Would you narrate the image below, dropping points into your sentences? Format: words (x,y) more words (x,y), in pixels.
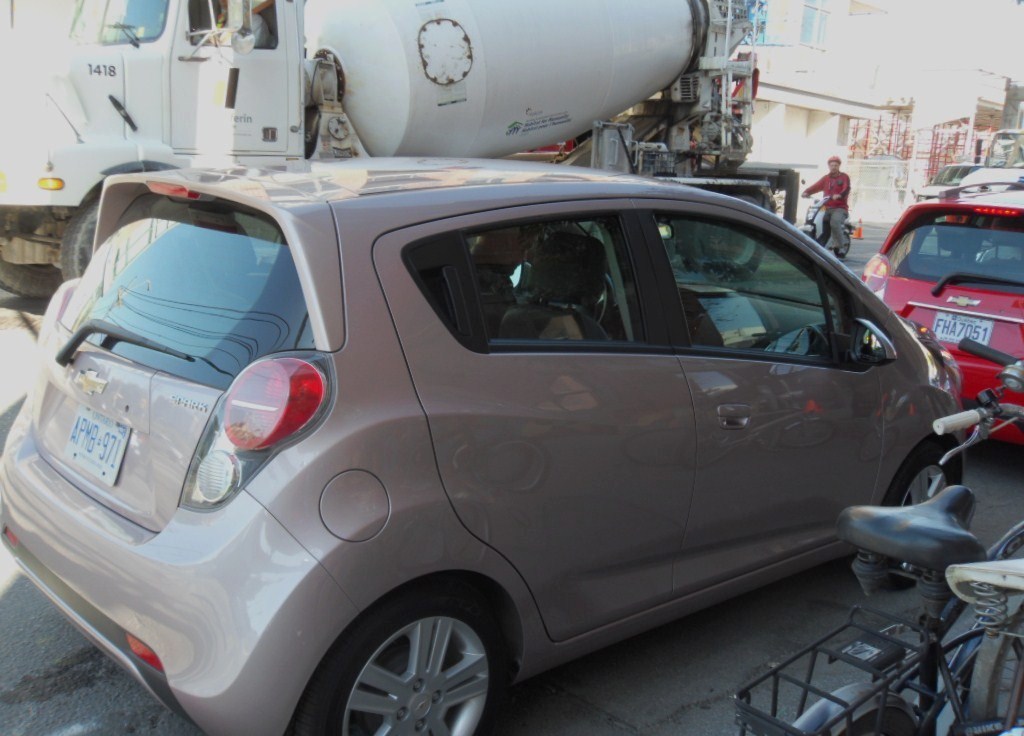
In this image I can see few vehicles (688,388). In front (583,372) the vehicle (614,377) is in gray color, background (850,139) I can see a person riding a bike (845,250), few buildings (889,114).
